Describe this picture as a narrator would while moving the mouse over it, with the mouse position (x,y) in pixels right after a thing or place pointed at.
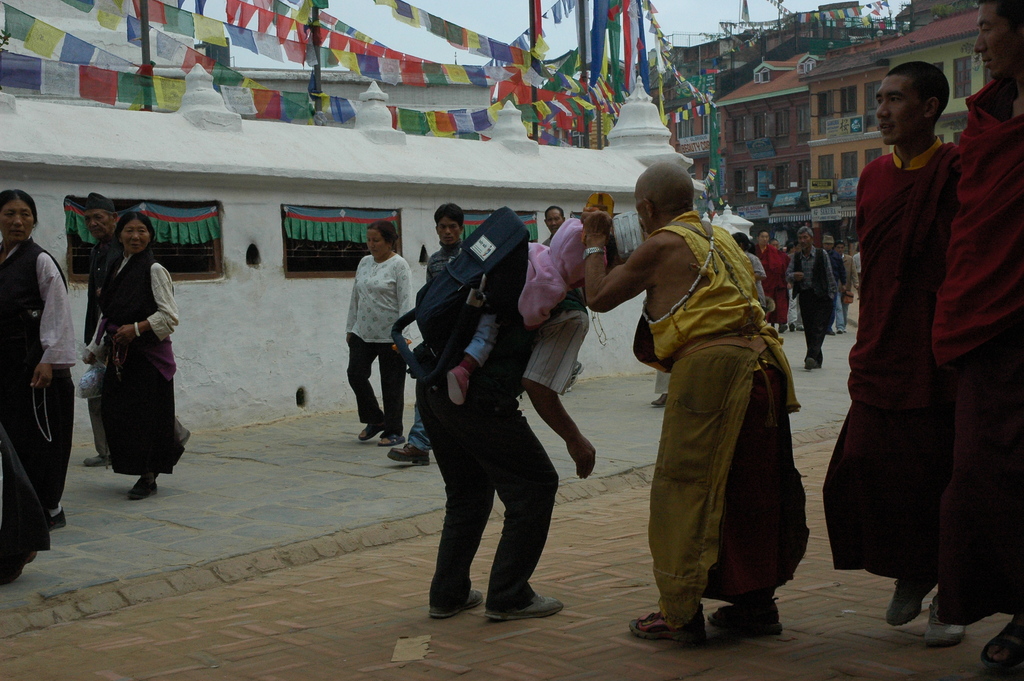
In this picture I can see few are standing and few are walking and I can see a man (487,363) carrying a boy (560,271) on his back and I can see few flags (515,82) and buildings (748,136) and I can see few boards (769,150) with some text (782,202) and I can see a cloudy sky (694,16).
